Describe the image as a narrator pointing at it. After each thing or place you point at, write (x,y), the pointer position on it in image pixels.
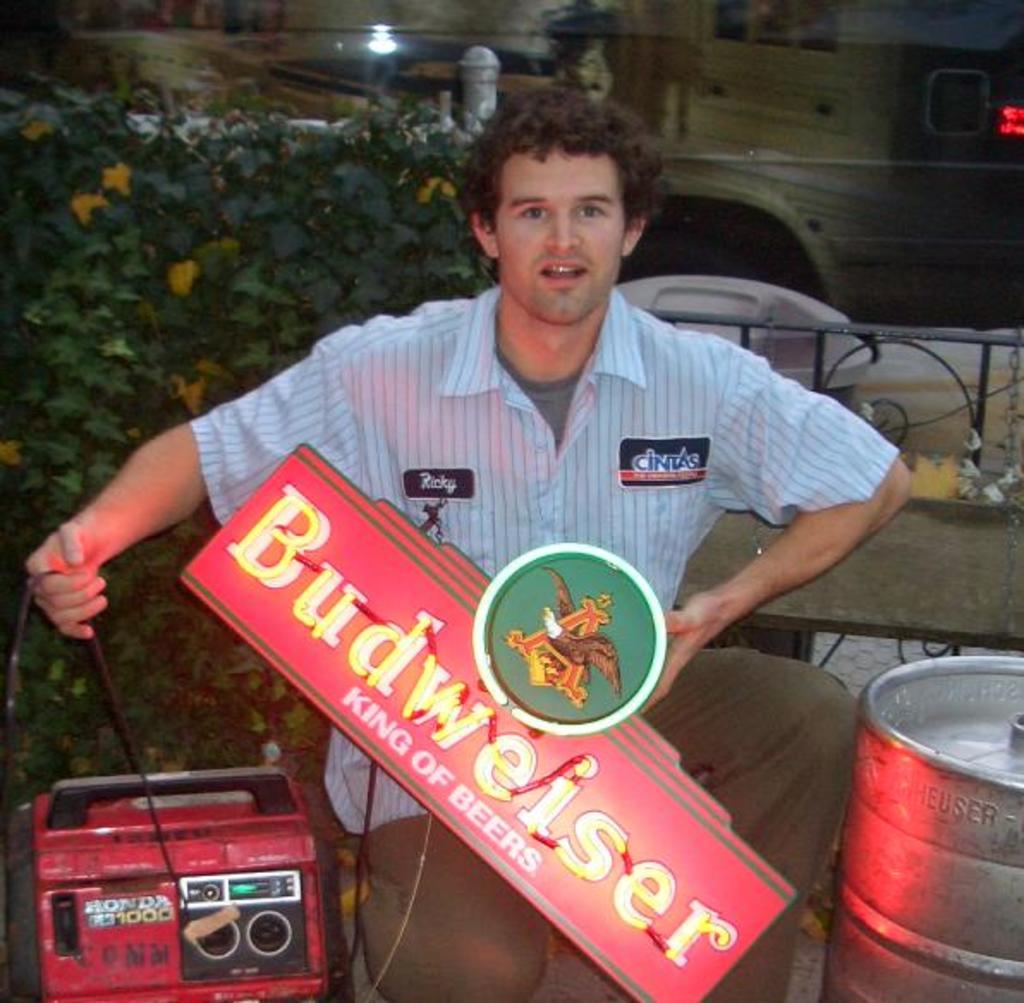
In the middle of the image (544,341) a person (352,413) is sitting and holding some objects (418,573) and there are some electronic devices (189,780). Behind him there is fencing (980,386) and there are some plants (18,230). At the top of the image (826,253) there is a vehicle (819,147).
